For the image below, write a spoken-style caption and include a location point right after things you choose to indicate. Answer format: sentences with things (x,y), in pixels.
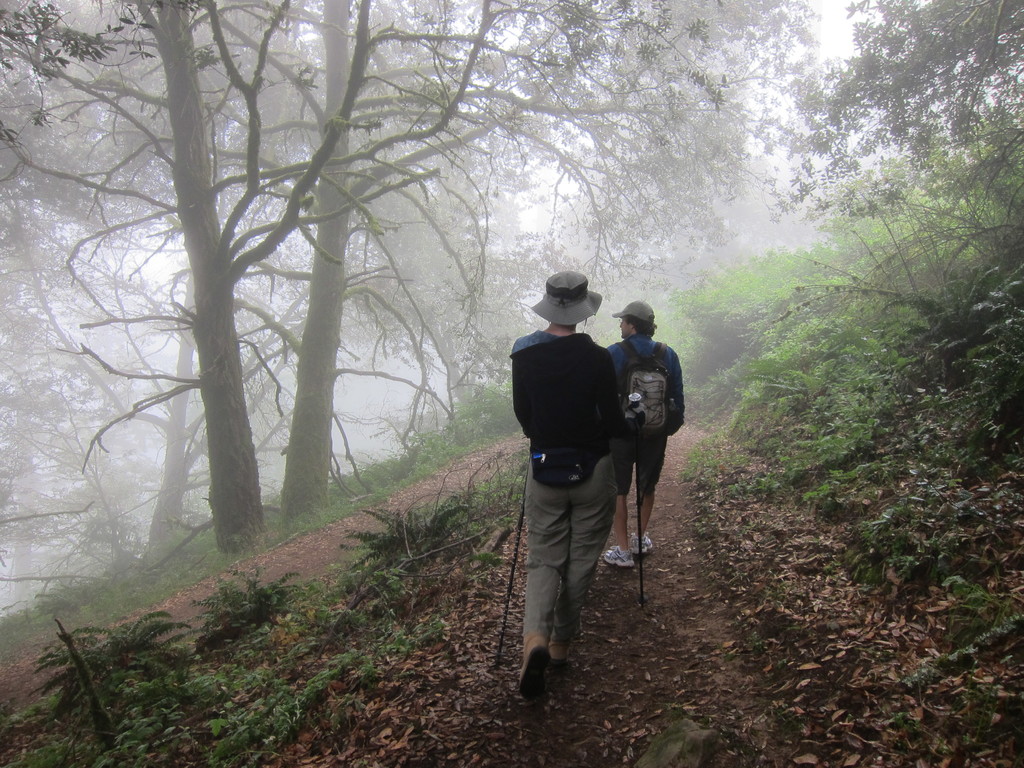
On the right side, there are two persons (534,430) on a road (671,564), on which there are dry leaves (641,667). Beside them, there are trees (803,179), plants (798,283) and grass (873,298) on a hill surface (841,500). On the left side (176,625), there are trees (498,175), plants (89,656) and grass (230,756) on the hill surface (429,487). In the background (655,111), there is smoke (65,258).
